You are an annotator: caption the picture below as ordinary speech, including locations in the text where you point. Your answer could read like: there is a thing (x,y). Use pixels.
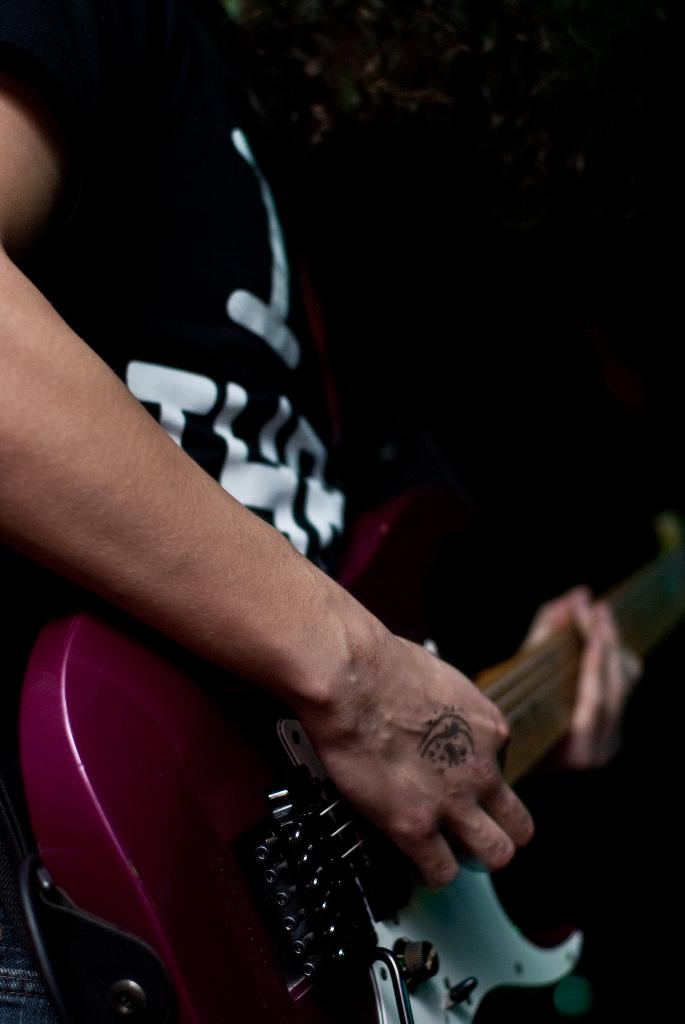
In this image we can see a person (28,240) playing a musical instrument (411,933). The background of the image (511,241) is dark.
